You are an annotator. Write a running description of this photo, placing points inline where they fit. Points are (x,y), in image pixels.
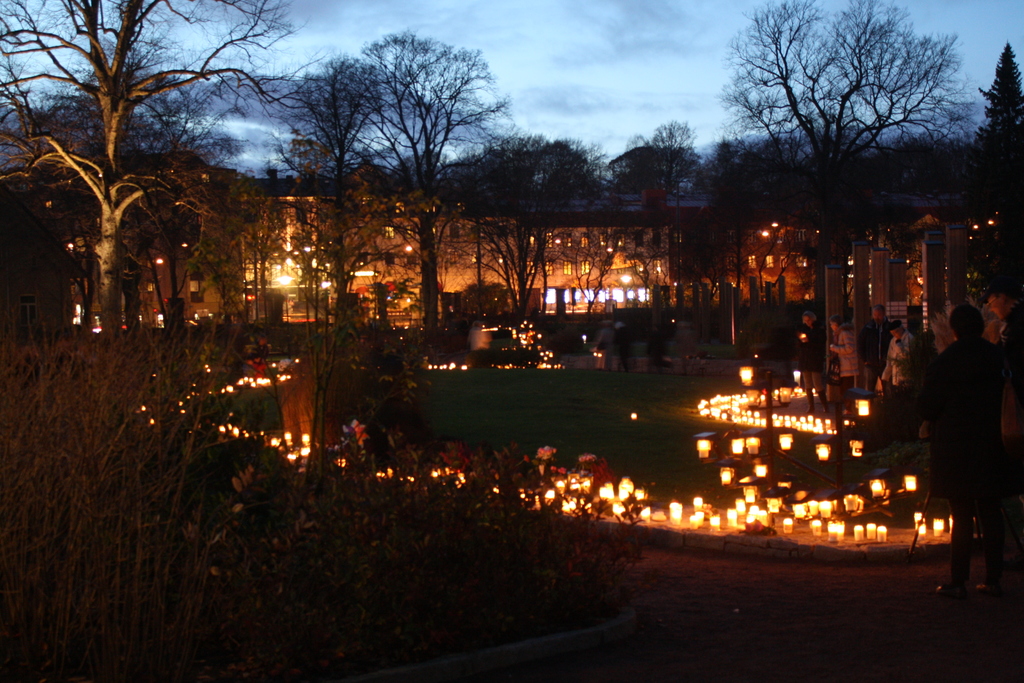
As we can see in the image there are lights (712,403), buildings (762,249), trees (361,230), sky (685,9) and clouds (584,49). The image is little dark.
